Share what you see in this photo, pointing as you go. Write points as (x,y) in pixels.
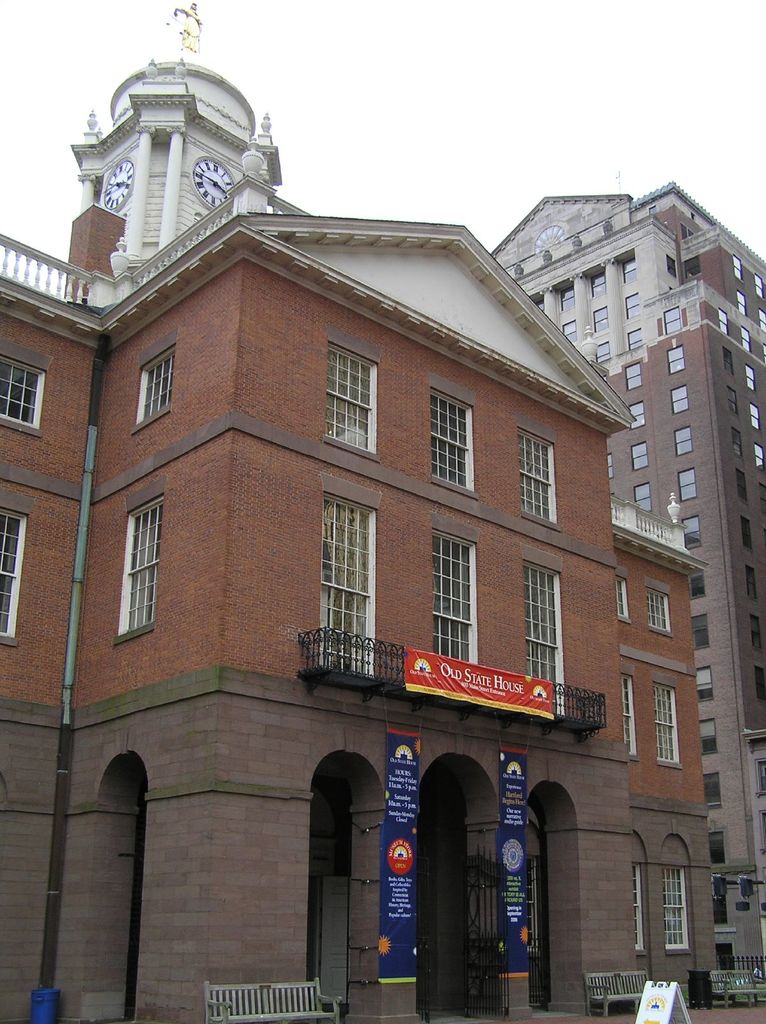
In this picture we can see few buildings (500,485), and we can find few clocks (211,169), pipe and hoardings (499,677) on the building (421,724), in front of the building (564,830) we can find few benches (227,996) and a dustbin (53,1003).
